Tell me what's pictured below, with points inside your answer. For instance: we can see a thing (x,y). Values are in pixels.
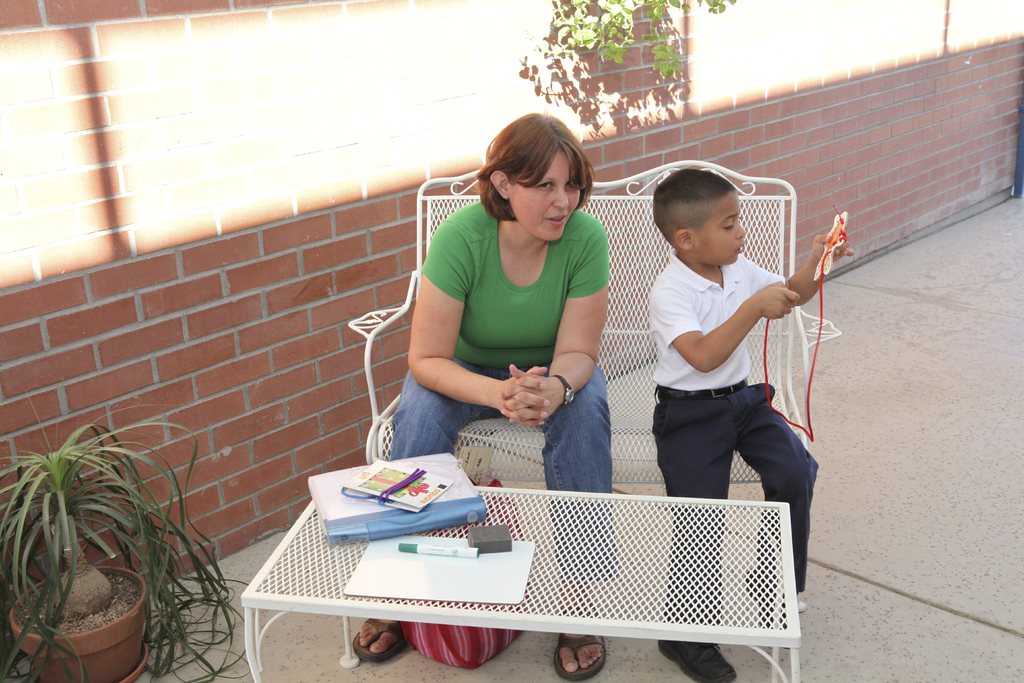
Left side of an image (166,213) there is a brick wall (142,402) in the middle (476,349) a woman (422,349) is sitting on the chair (628,395) and a boy (657,389) is sitting and playing with a toy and on the table (523,613) there are books (462,493). Here it's a plant (199,580).
